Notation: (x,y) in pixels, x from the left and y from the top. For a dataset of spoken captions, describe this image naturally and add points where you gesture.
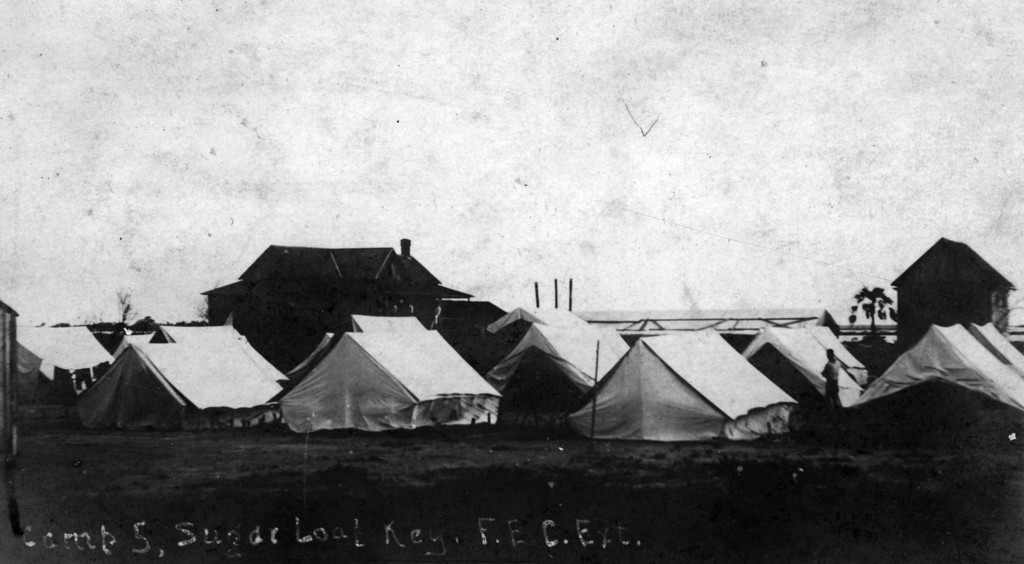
In this picture there are buildings (324,284) and tents (72,373) and there are trees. On the right side of the image (836,373) there is a person (830,391) standing at the tent (847,364). At the top (465,35) there is sky (598,43). At the bottom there is a text (430,533).
